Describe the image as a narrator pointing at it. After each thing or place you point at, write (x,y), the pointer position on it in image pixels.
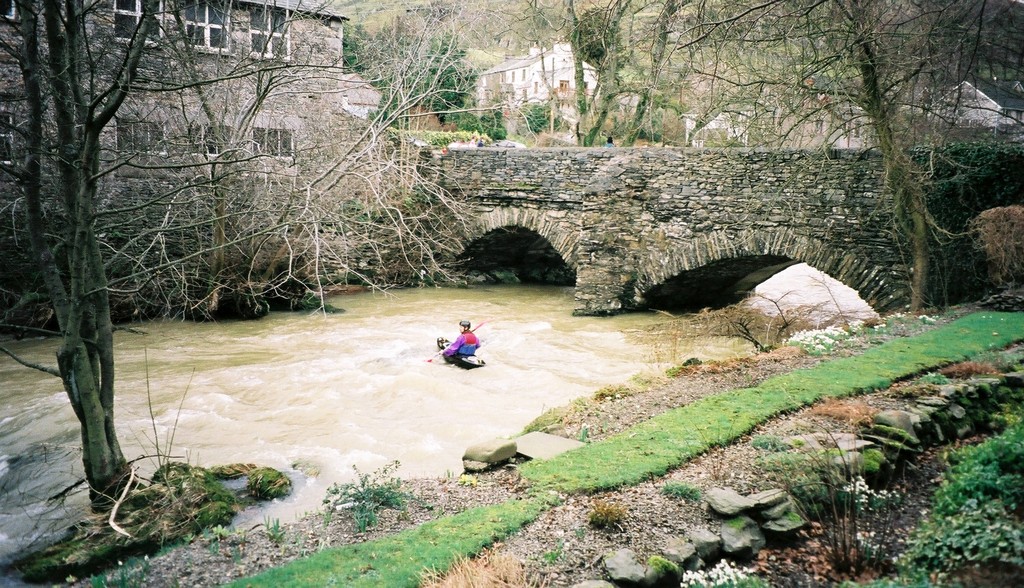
There is a person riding a boat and this is water (311,421). There are plants (802,485) and this is grass (695,449). In the background (380,204) we can see buildings (354,86), and trees (651,94).
